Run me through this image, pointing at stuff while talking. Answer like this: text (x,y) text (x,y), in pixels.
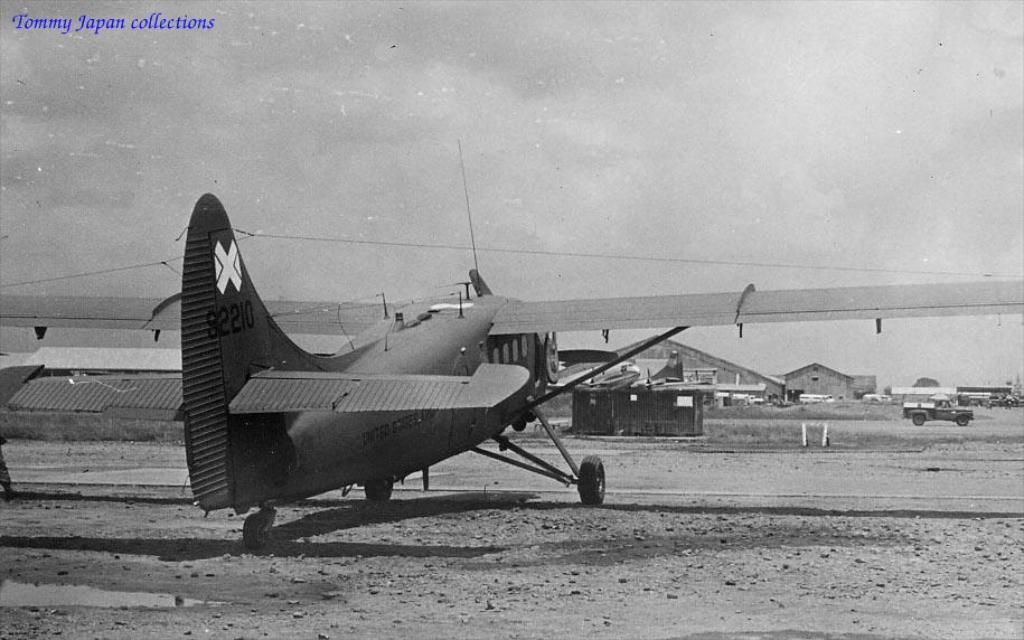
In the given image i can see an airplane (529,305) and some other vehicles (749,402).
